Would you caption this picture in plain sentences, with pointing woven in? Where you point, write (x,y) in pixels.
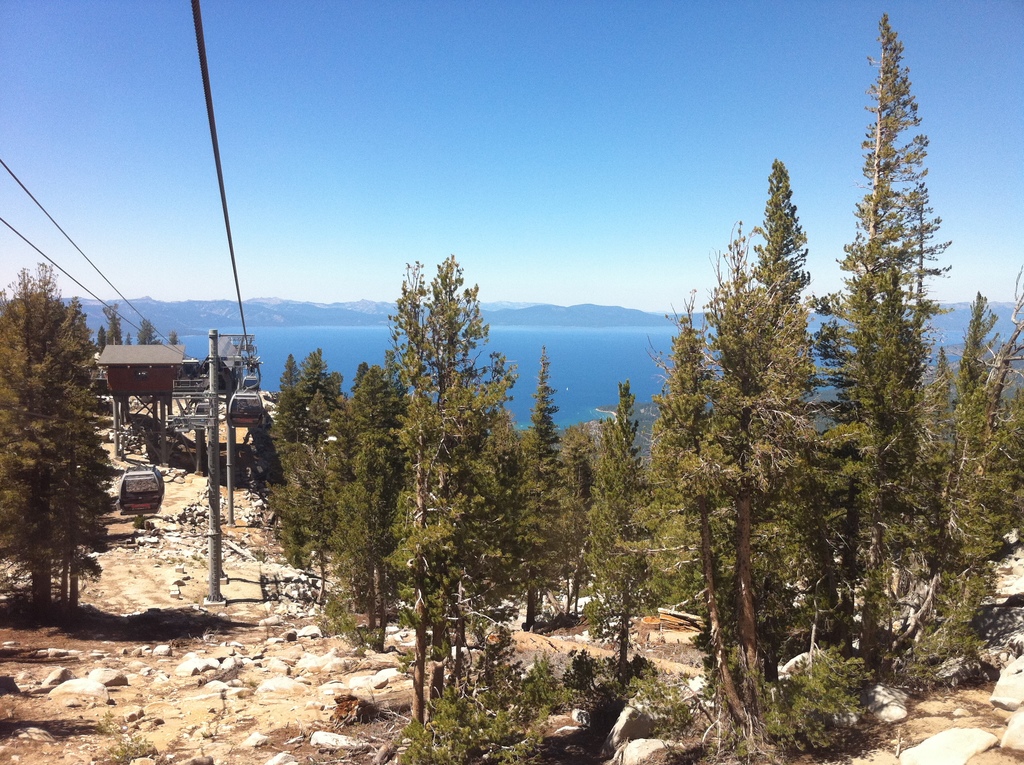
In this image I can see few trees (531,513) on the ground (188,594), few stones (175,586), few poles (223,572) and few wires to the poles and to the wires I can see few cable cars (142,479). In the background (569,339) I can see the water (526,330), few mountains (544,313) and the sky (394,134).
